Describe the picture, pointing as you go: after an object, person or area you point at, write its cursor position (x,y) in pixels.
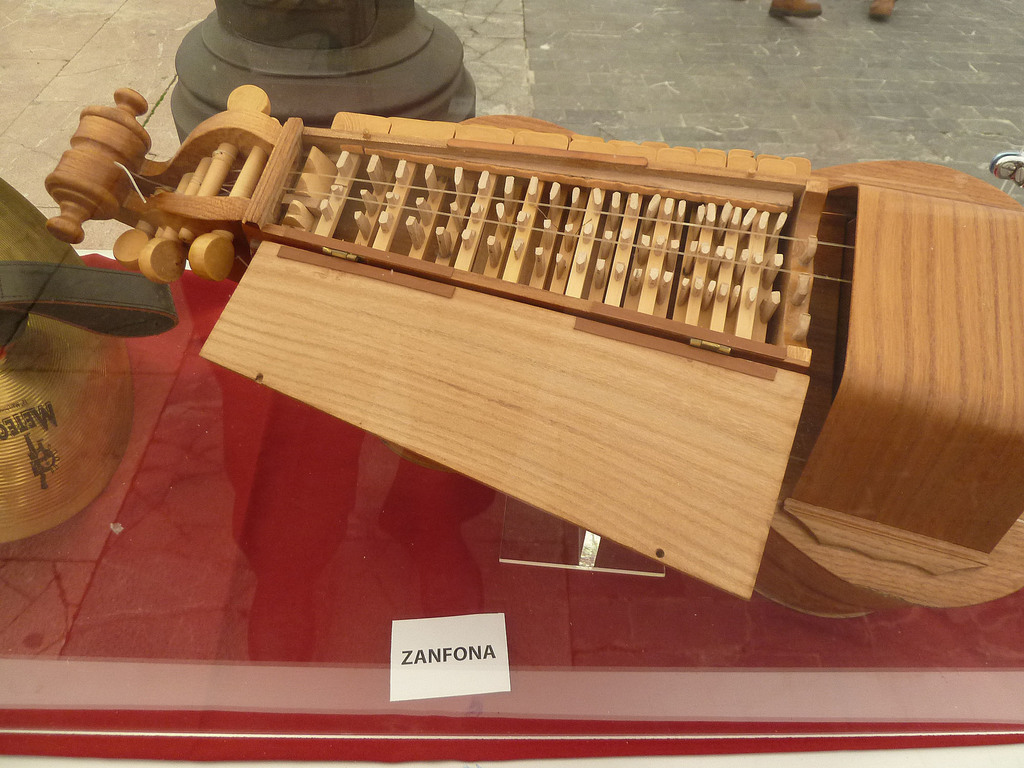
This image consists of some musical instrument (582,440). It is made from wood (384,327).
